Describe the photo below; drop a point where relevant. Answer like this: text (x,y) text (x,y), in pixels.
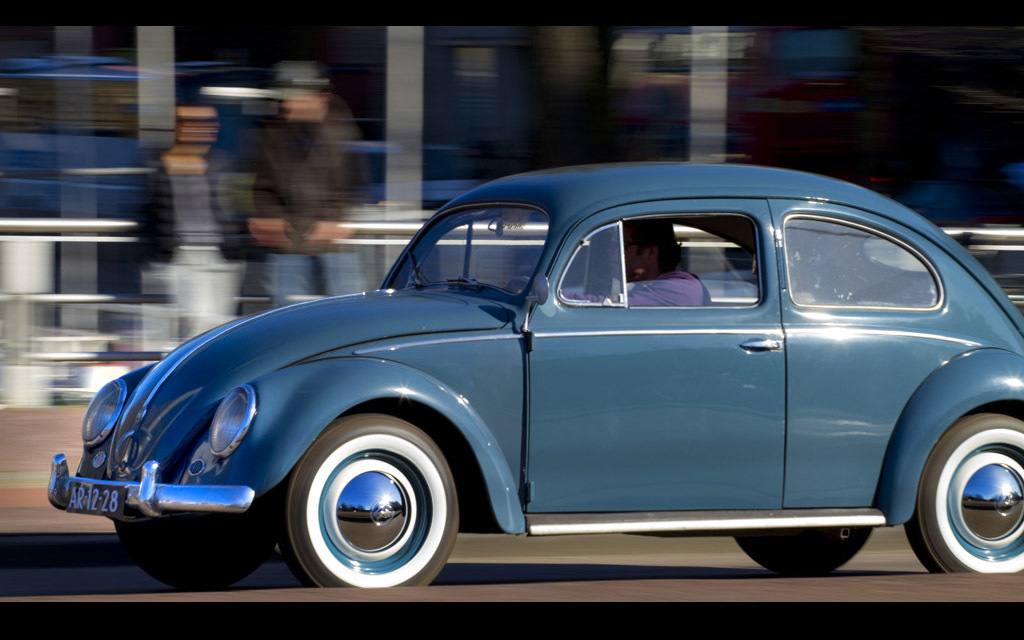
This picture is taken outside a road (688,540). in the road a blue car (319,382) a passing by. Inside it there is a person (644,285). In the background (317,244) there are two persons (237,256). The background (289,158) is hazy.
